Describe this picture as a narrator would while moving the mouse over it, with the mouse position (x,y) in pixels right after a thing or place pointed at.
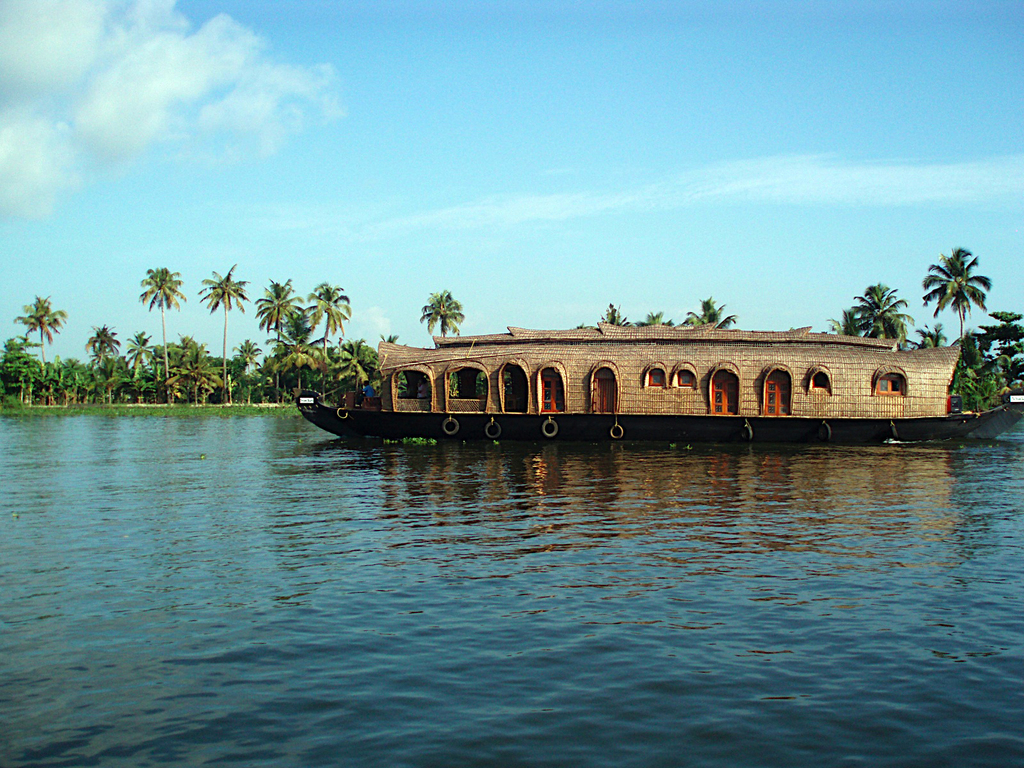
In this image I see the water (270,615) and I see a boat (491,421) over here. In the background (247,365) I see the trees (722,307) and the clear sky (536,137).
